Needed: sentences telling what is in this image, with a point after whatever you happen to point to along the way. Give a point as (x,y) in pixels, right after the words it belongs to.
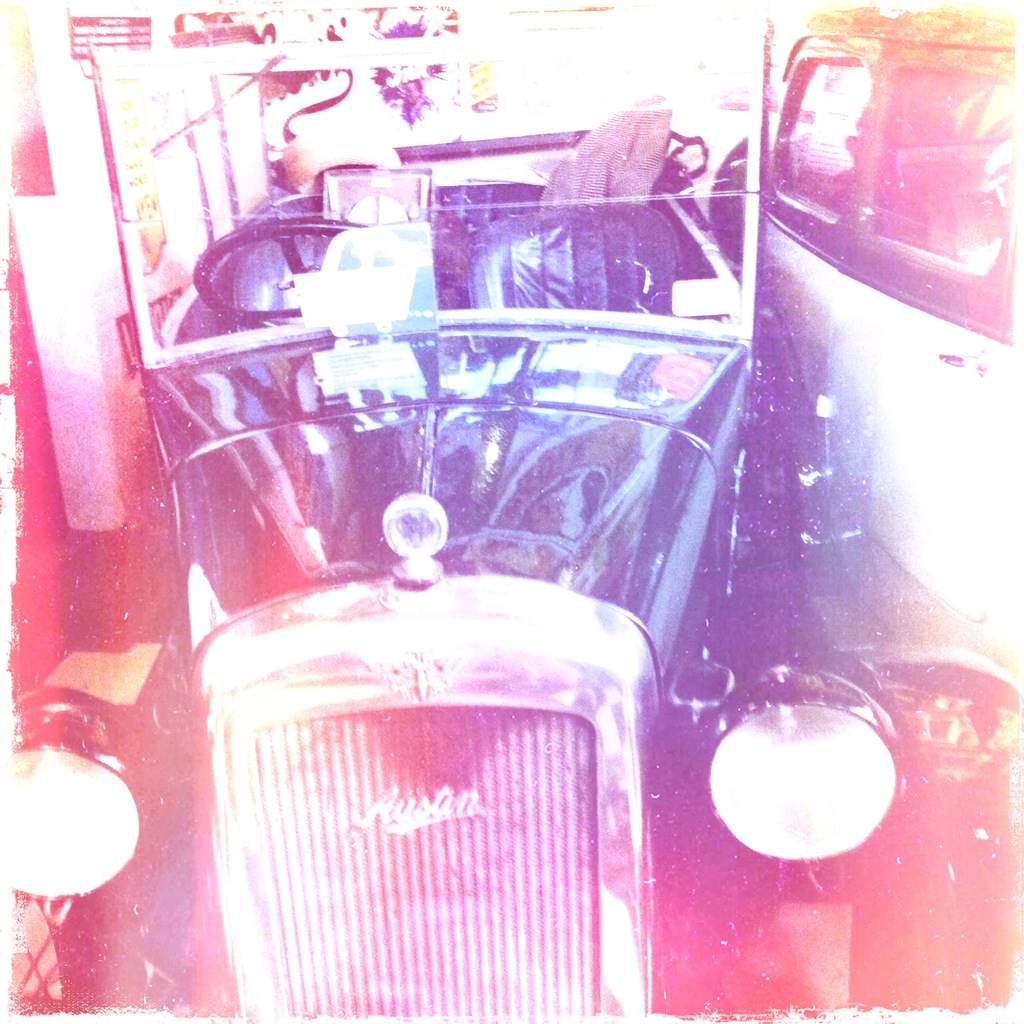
In this image I can see a vehicle (207,133) in black color. I can also see the other vehicle (859,490) in white color and I can see white color background (536,4).
